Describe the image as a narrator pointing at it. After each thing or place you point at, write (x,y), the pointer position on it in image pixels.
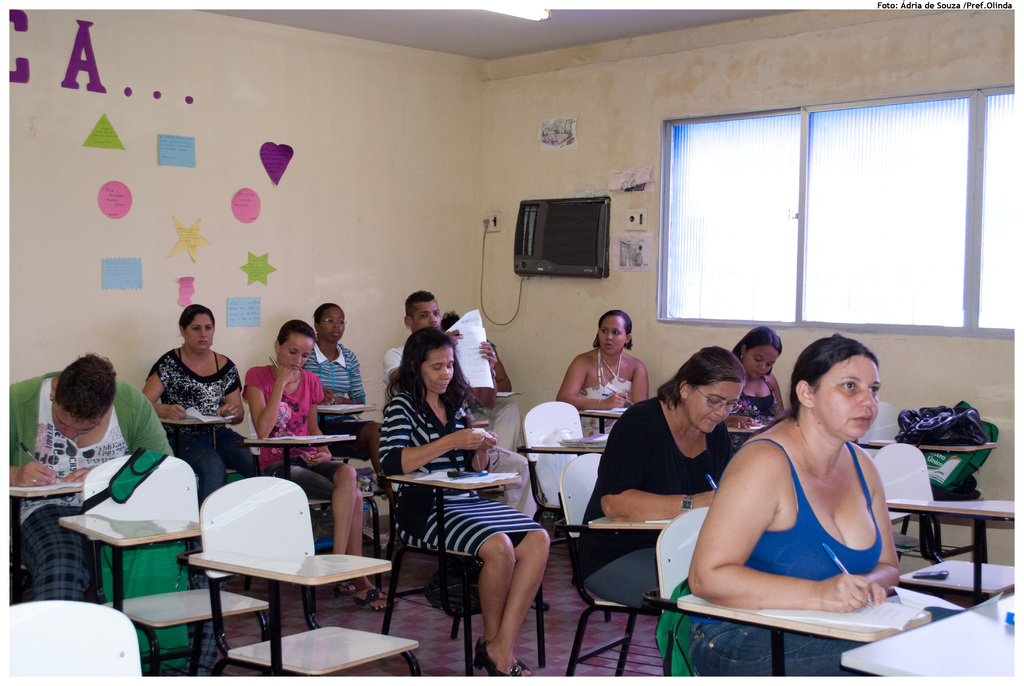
In this image there are group of people (217,399) sitting in chair (987,576) and writing in paper (921,623) with pen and in back ground (195,257) there are air conditioner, papers (282,164) attached or stick to the wall (305,229), window (945,111), bag (937,413).
